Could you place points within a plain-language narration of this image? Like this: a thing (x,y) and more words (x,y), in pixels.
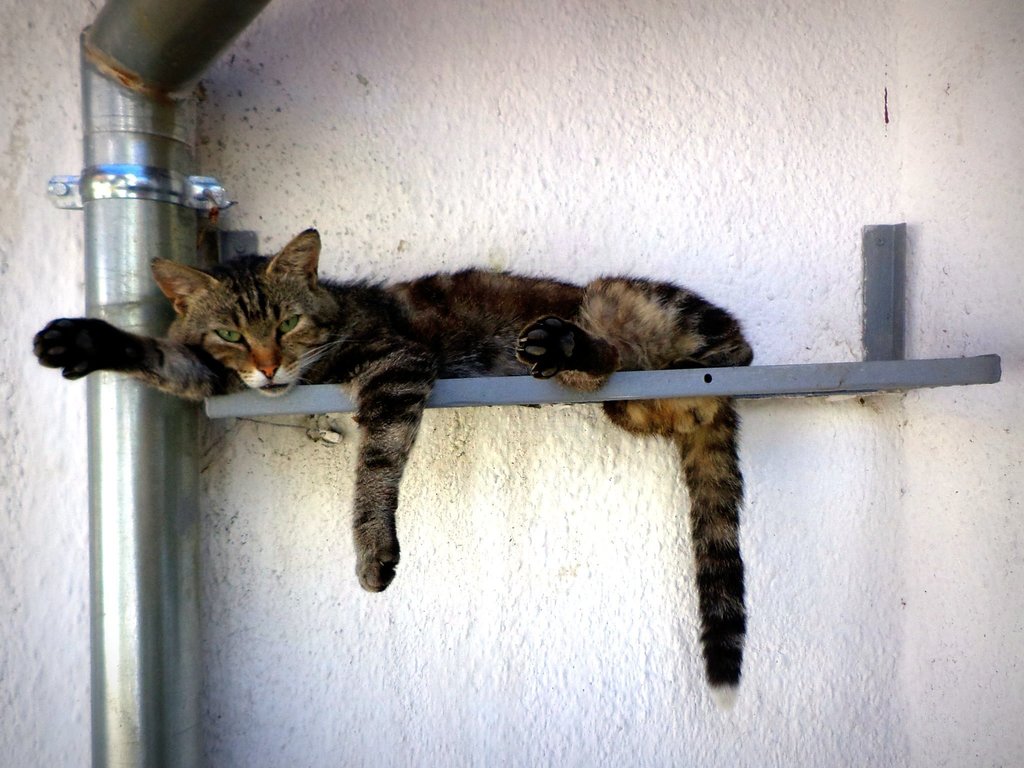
There is one cat (378,360) lying on a metal object (762,397), which is attached to a white color wall (476,176) as we can see in the middle of this image (477,511). There is a pipe (147,460) on the left side of this image (134,200).
